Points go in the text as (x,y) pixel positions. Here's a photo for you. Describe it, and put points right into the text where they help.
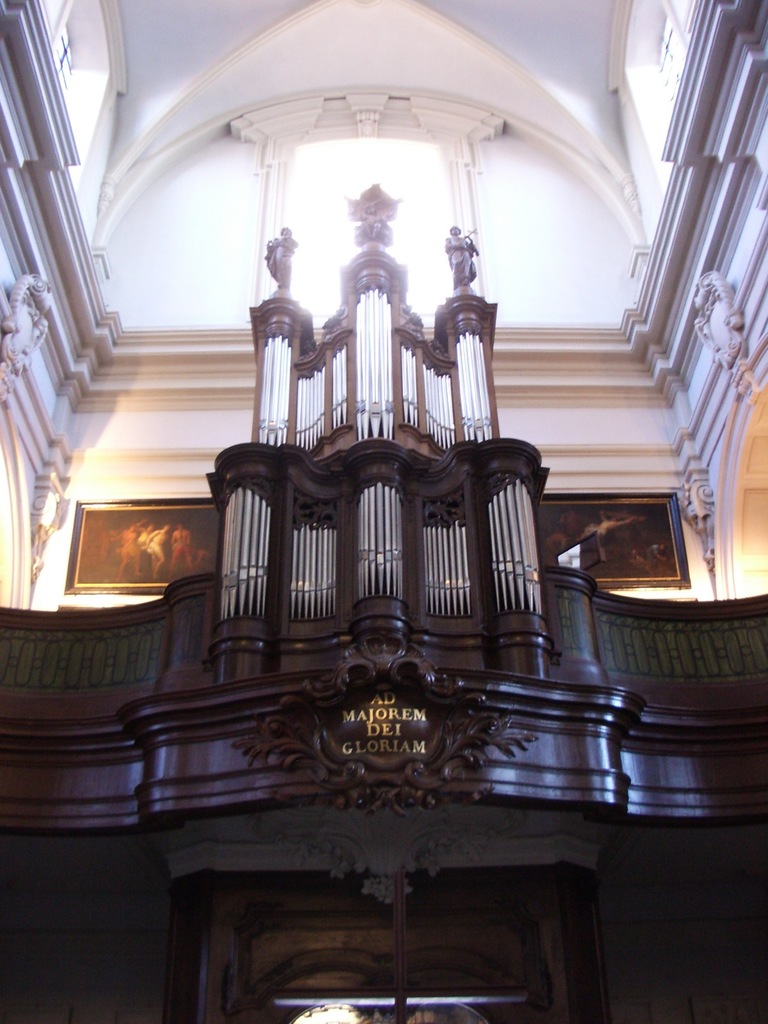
In the picture we can see inside view of the church (308,957) with a wooden structure (72,798) and on the top of it we can see three symbols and behind it we can see a wall (619,433) with two photo frames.
